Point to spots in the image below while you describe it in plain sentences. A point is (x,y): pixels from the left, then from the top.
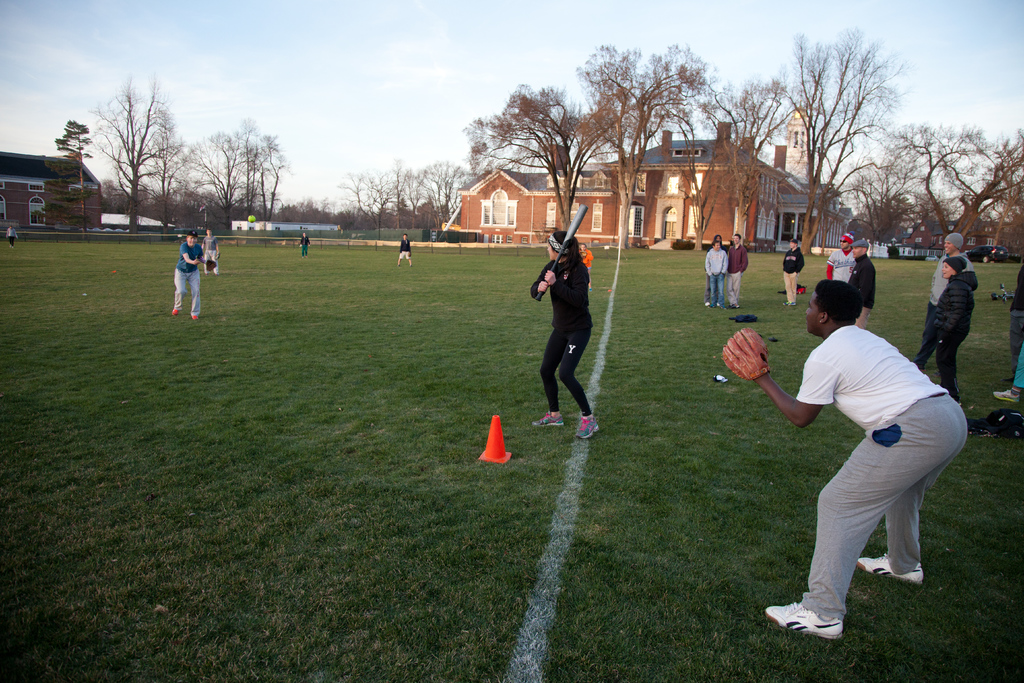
The picture consists of a ground (398,303). In the foreground of the picture (935,332) there are people (954,291) and there is a person (561,301) holding a bat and playing baseball. In the background (23,203) there are trees (578,168), houses (478,235) and railing (228,235).
